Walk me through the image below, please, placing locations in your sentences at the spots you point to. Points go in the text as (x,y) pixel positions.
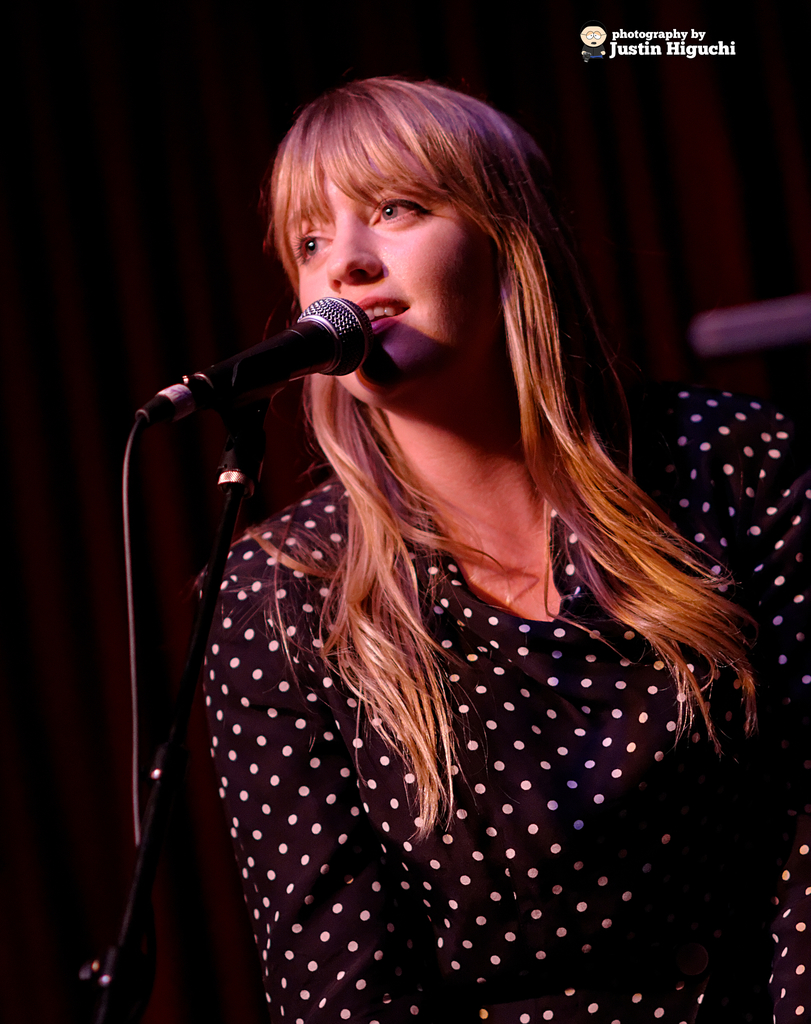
In this picture we can see a woman (326,825), mic (300,325) and a watermark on the right side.
